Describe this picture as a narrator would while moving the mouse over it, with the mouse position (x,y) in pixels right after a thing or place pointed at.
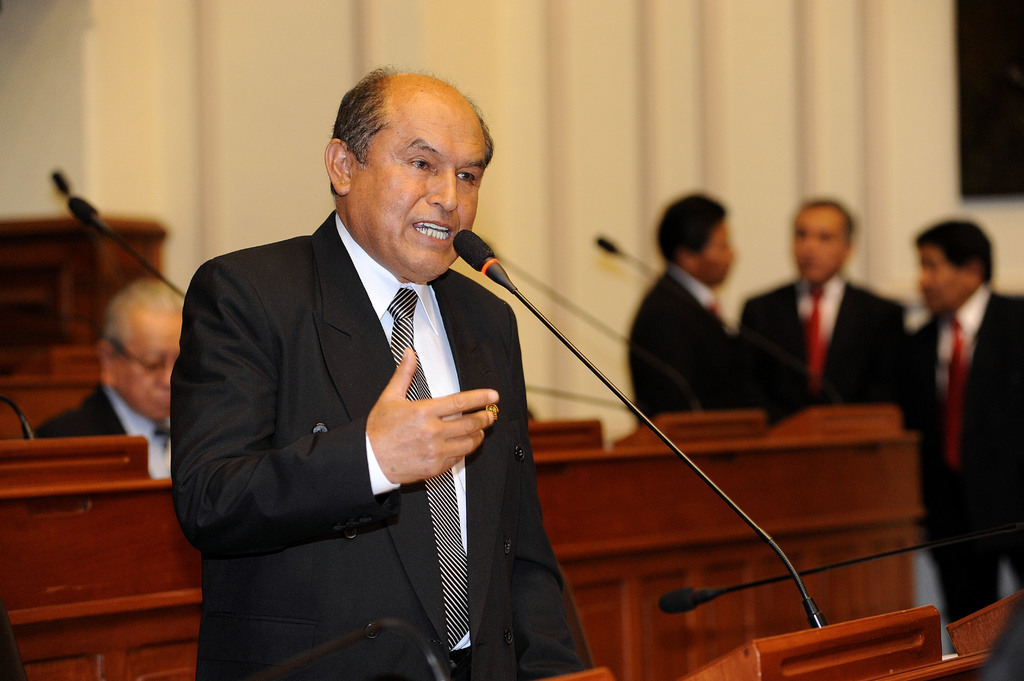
In this image in the foreground (332,528) a person (332,284) wearing black suit (348,377) and tie (439,511) is talking something. In front of them there is a mic (494,272). In the left (132,415) a person (136,351) is sitting. There are desk (50,526) in the room (49,467) on these there are mics (740,509). In the right (697,276) three people (860,296) are standing wearing black suit (865,357). In the background (648,230) there is curtain (613,127).
